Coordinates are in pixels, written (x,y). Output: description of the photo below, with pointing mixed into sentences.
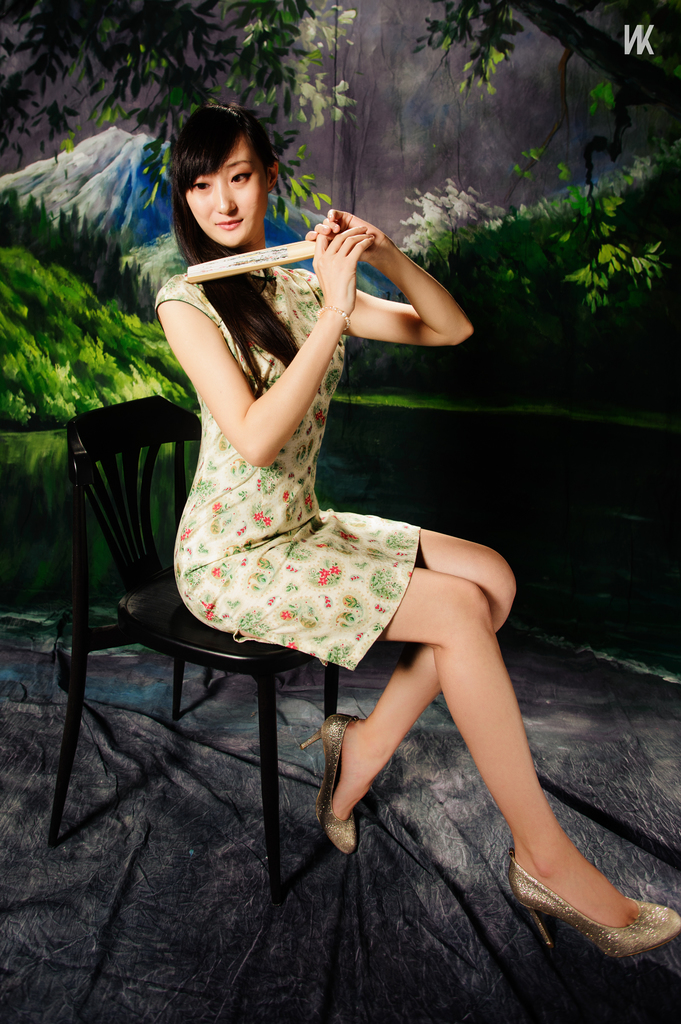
In this image I can see a woman (160,301) sitting on a chair (122,435). In the background (596,94) I can see trees (282,44) mountains (145,273).
